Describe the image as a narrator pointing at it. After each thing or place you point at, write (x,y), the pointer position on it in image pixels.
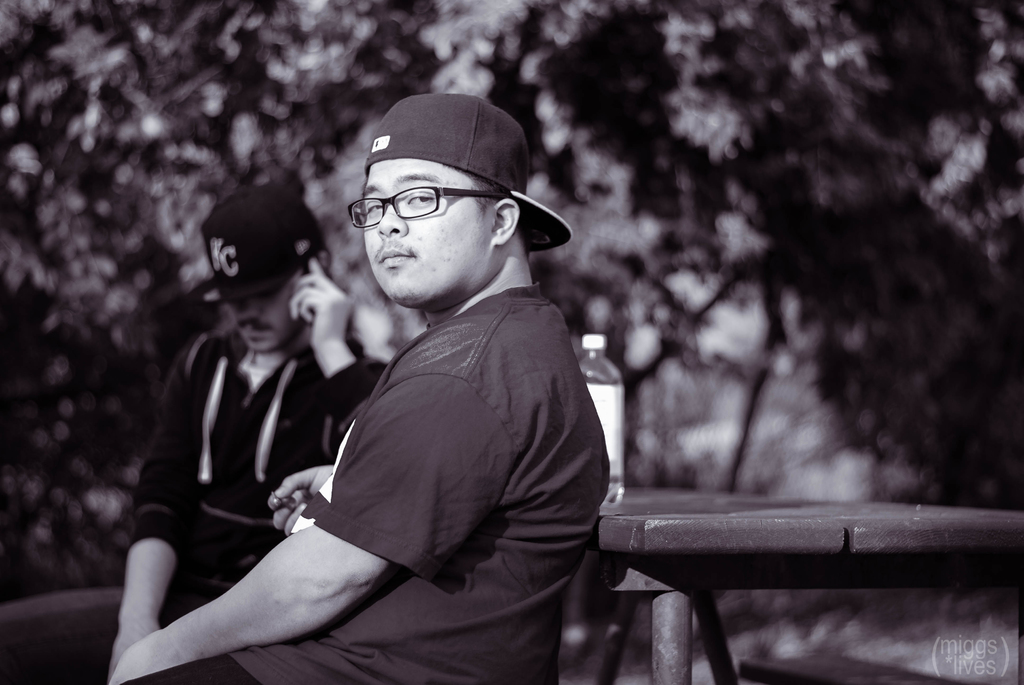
In the image we can see two people (304,501) sitting, wearing clothes (268,482) and caps (312,237). Here we can see the table (657,491) and on the table (738,502) there is a bottle (613,414). The background (828,121) is blurred and on the bottom right (955,645) we can see the watermark (935,641).
